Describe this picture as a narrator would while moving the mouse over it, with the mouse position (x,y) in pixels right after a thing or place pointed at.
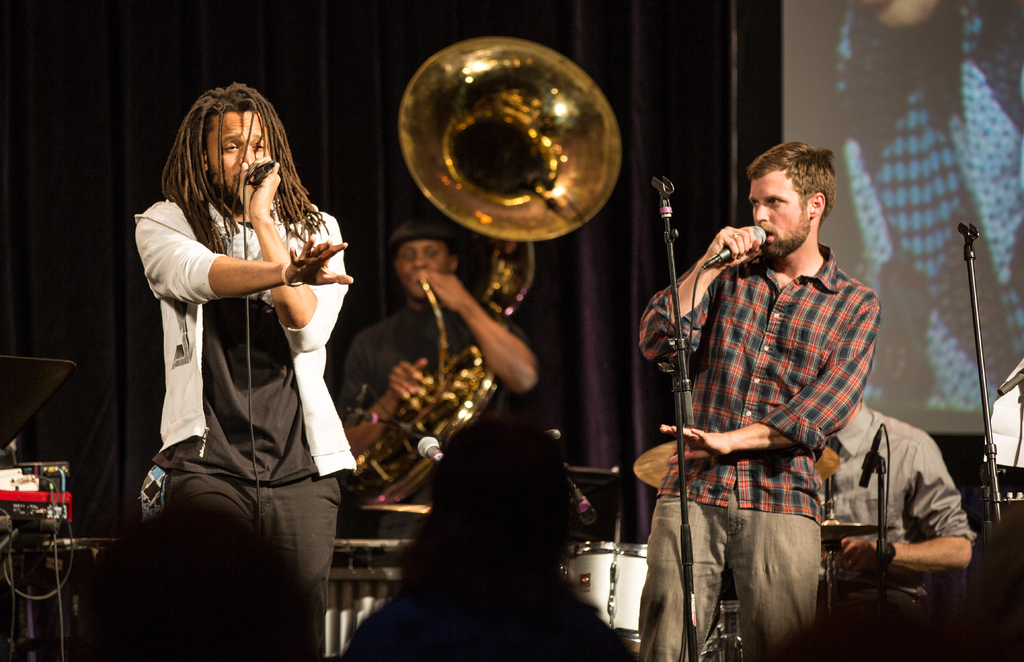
in this image we can see group of persons (511,339) standing, two persons (297,292) are holding a microphone (763,232) in their hands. One person (480,333) is holding an instrument (494,266) in his hand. In the background (874,537), we can see a person (889,523) sitting, group of stands (684,520), drums (617,576), screen (847,138) and a curtain (411,56).
